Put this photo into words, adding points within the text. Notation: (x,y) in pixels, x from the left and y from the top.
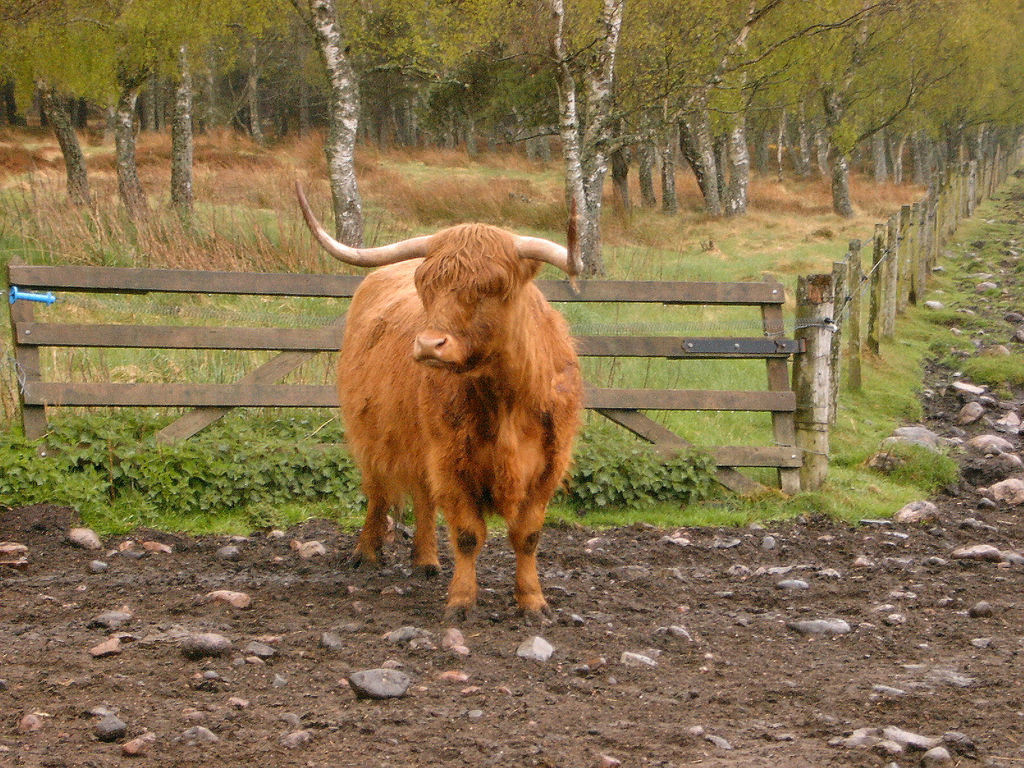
In this image an animal (497,464) is standing on the land (507,677) having few rocks (531,646). Behind the animal (574,373) there is fence (620,299). Behind there are few plants (295,463) and trees (838,24) on the grassland (209,244).
